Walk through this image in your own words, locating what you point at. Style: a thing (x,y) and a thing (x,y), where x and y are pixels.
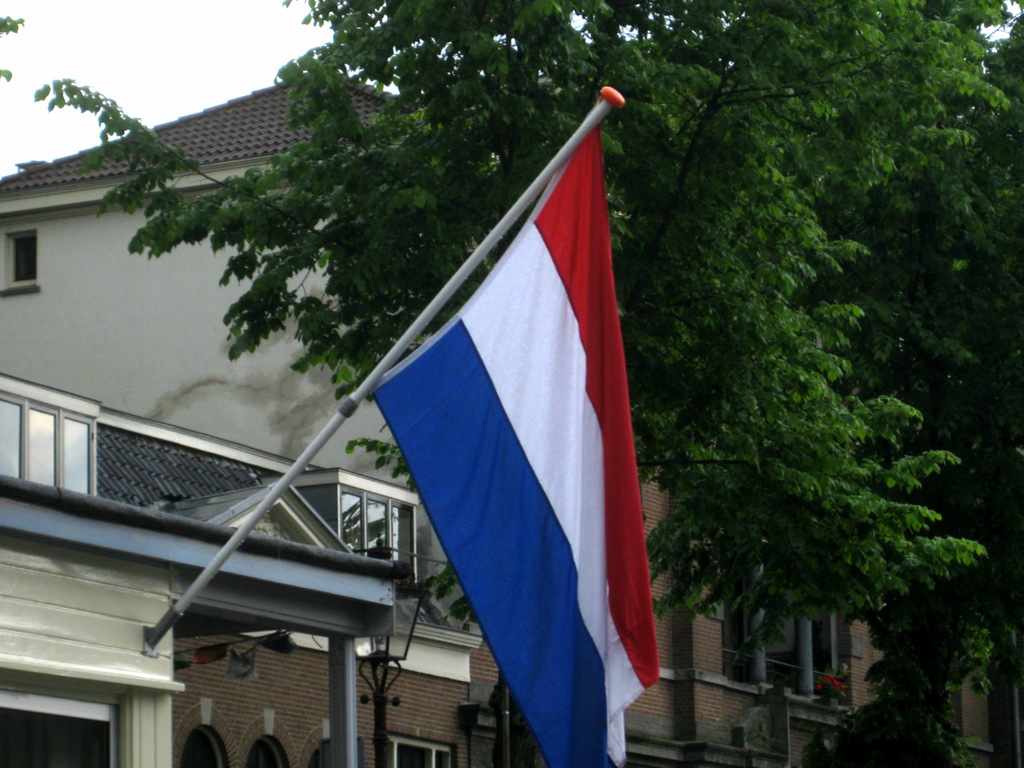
In this image there is a flag (435,424) hung on top of a house (192,539), behind the flag (450,404) there are trees (722,308) and buildings (121,266).
